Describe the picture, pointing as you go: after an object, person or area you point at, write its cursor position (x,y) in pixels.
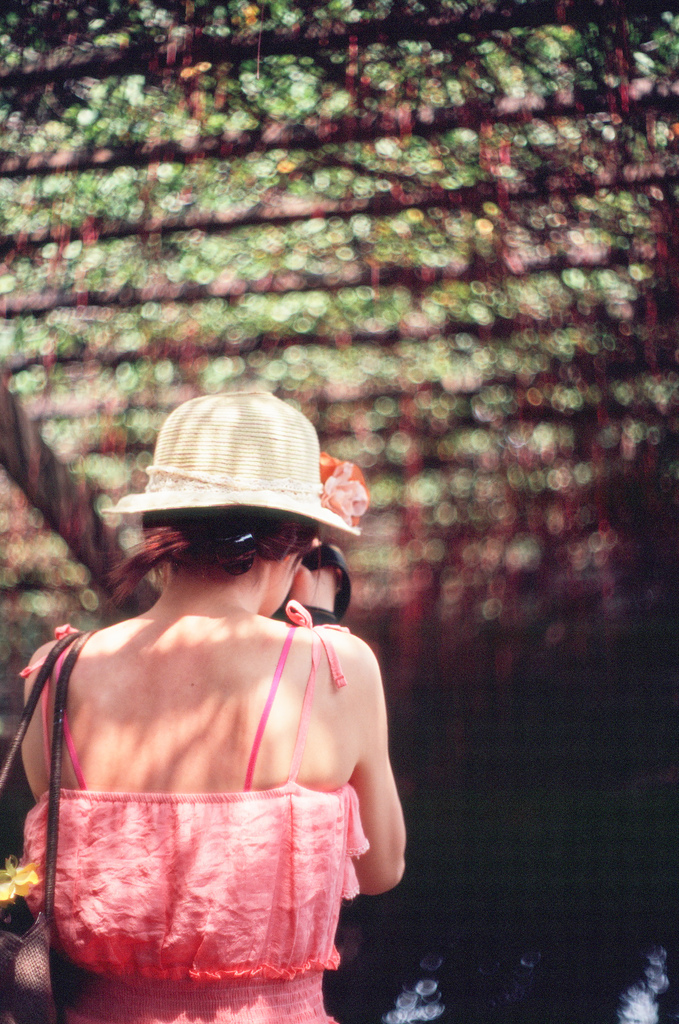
In this picture there is a girl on the left side of the image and the background (538,275) area of the image is blurred.
